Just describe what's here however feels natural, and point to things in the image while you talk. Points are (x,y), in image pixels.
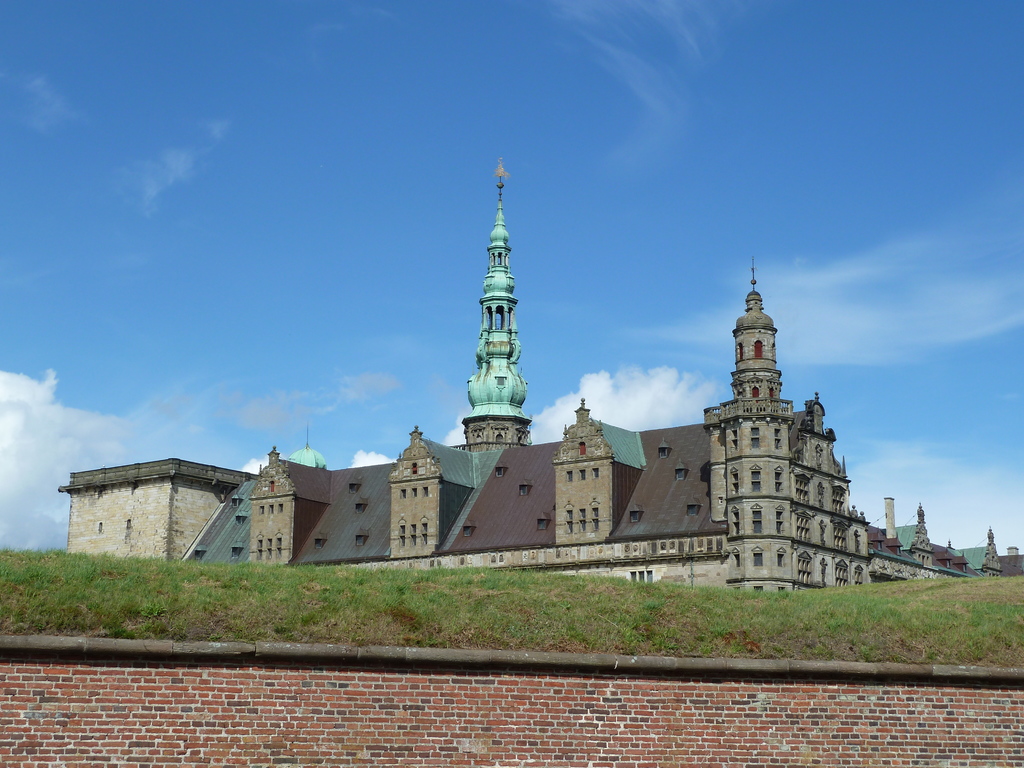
At the bottom of the image (217,679) there is a brick wall (248,688). Above the wall (211,672) there's grass (543,602) on the ground (676,602). And also there is a building (256,513) with walls (730,465), windows (758,432), roofs (304,492) and poles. In the background (141,128) there is sky (172,385).
